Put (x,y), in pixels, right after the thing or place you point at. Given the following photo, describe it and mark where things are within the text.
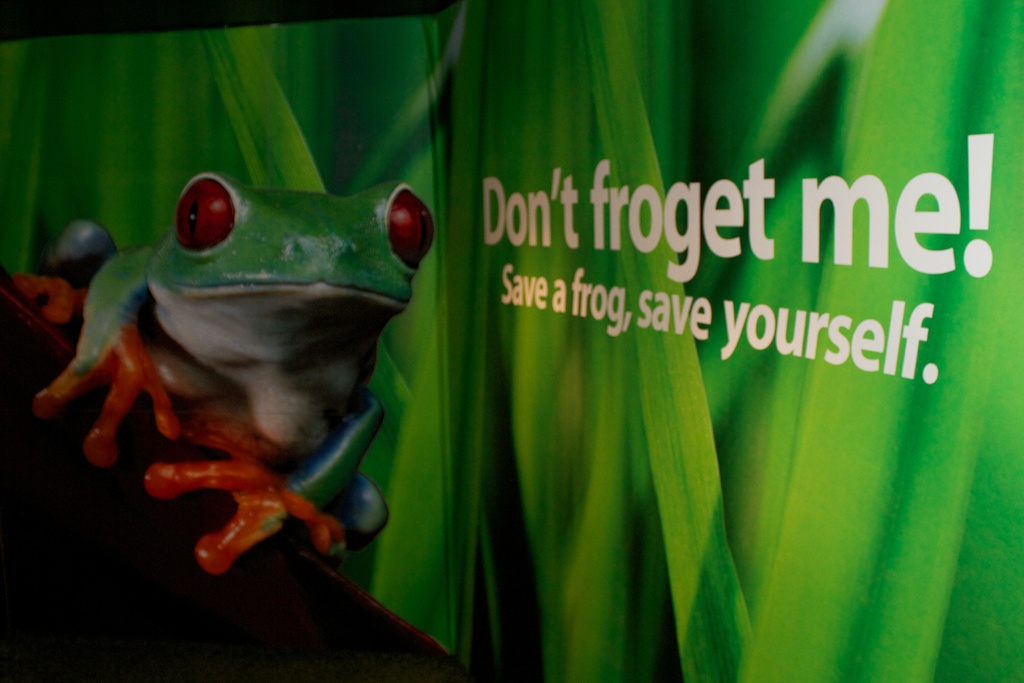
In this picture there is a poster (446,293). On the poster (451,446) there is a picture (163,257) of a frog (367,533) which is in green color and at the background (996,100) there are plants (338,118) and there is a text (929,221) on the poster (878,394).
